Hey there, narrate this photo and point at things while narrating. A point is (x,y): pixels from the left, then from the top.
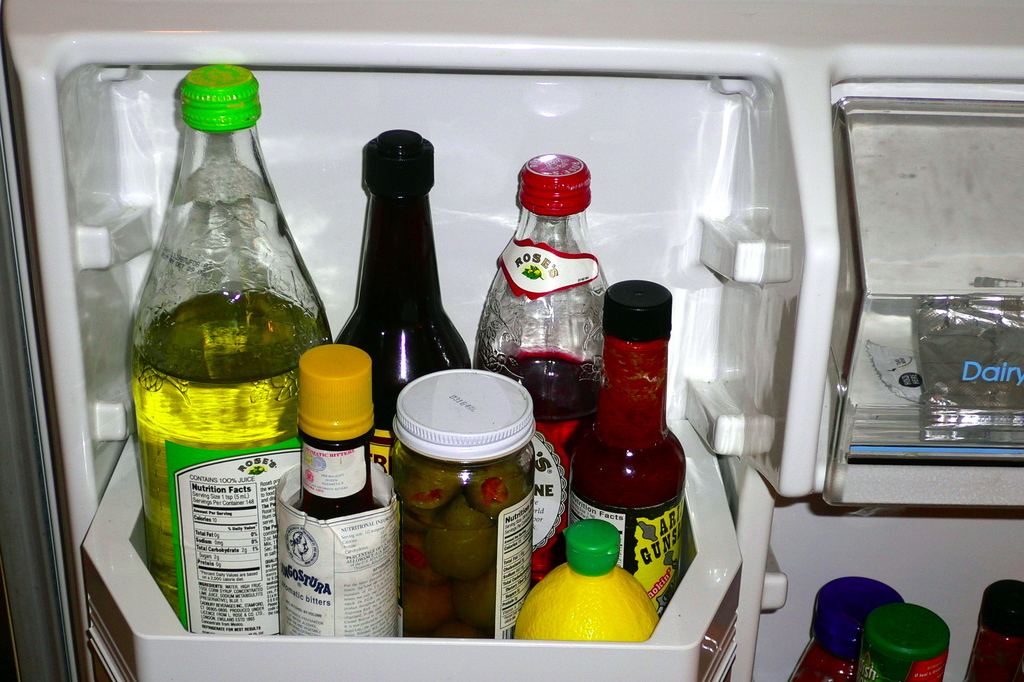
In this picture we can see bottles (262,410) with stickers (292,518) in rack (696,532) of fridge (677,597) or refrigerator (694,294).
